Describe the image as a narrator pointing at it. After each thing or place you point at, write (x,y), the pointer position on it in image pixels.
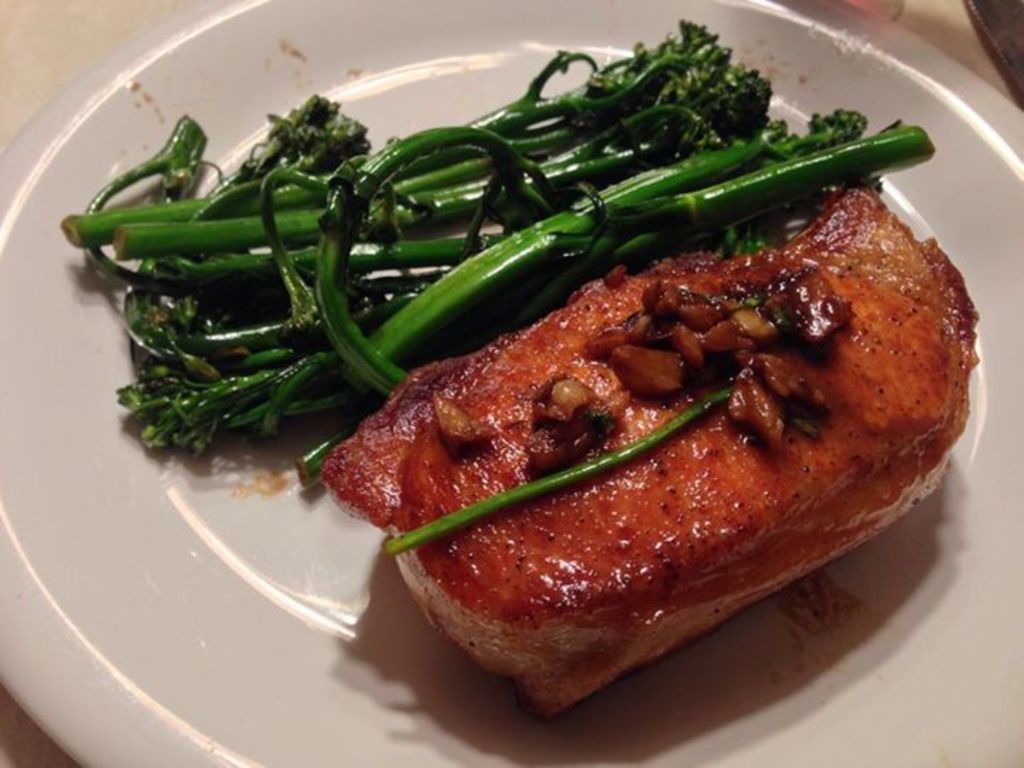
This image consists of a white color plate (996,580). On the plate (158,568) I can see two different food items (447,346) which are in green and red colors.
